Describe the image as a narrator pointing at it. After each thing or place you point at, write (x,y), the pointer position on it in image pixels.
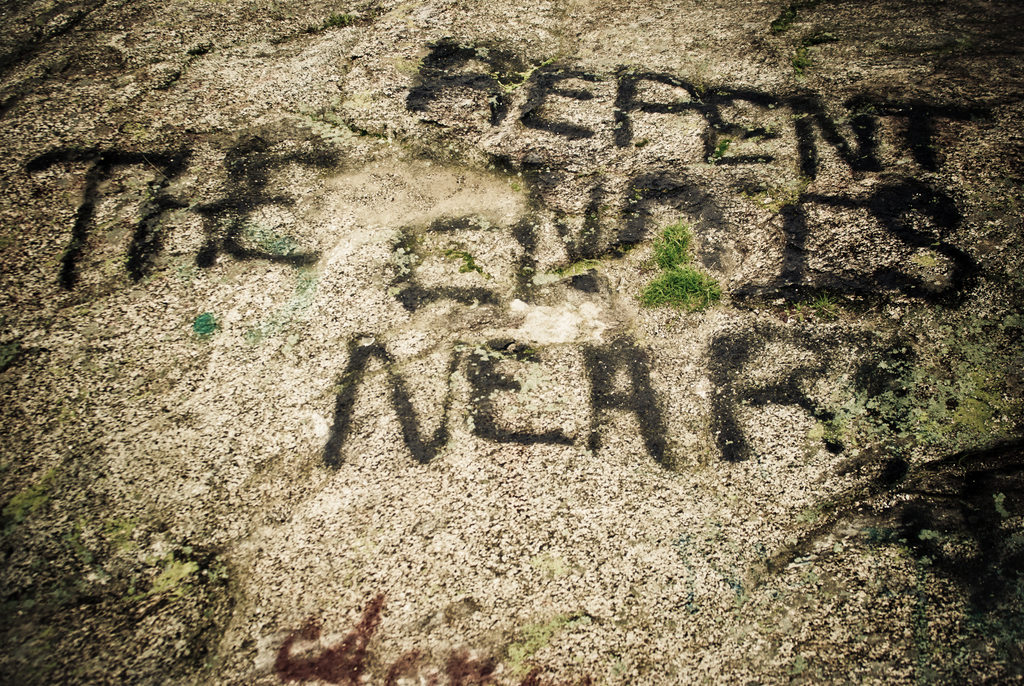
This is a zoomed in picture. In the foreground (804,588) we can see the ground (400,615) and we can see the text (70,248) is written on the ground (529,378).
